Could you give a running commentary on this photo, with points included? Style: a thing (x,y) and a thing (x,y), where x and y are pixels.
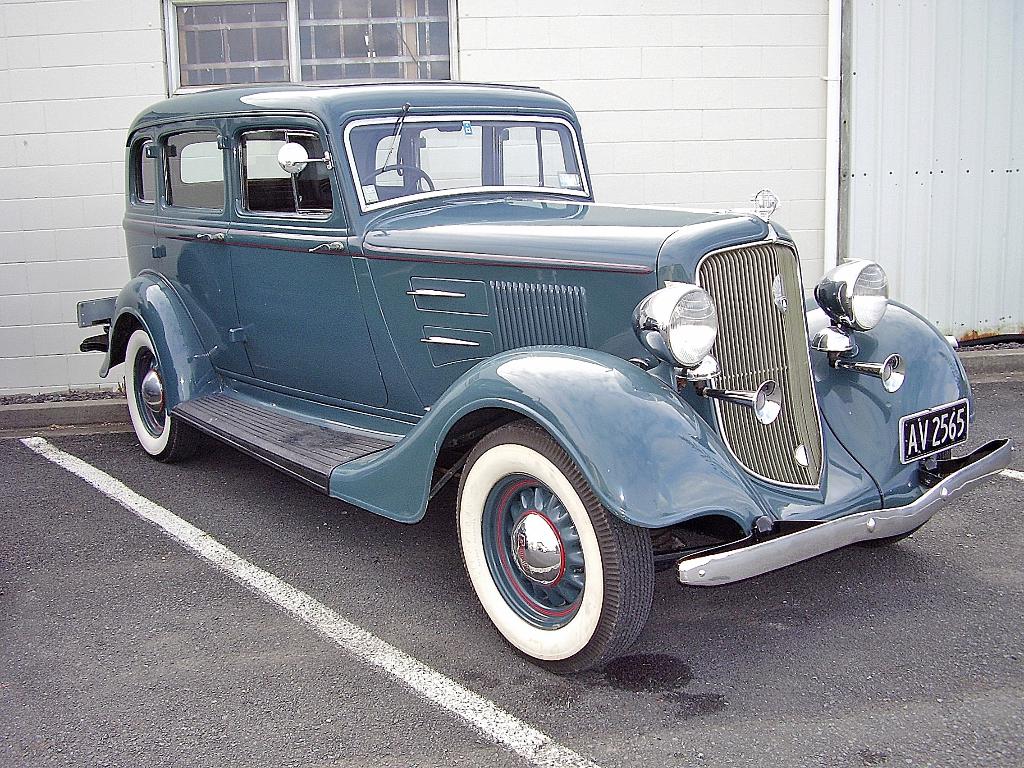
In this image I can see there is a car (510,397) in blue color, behind this there is the wall (715,172) and a glass window (395,0). On the right side (997,5) it is an iron sheet (921,202).
